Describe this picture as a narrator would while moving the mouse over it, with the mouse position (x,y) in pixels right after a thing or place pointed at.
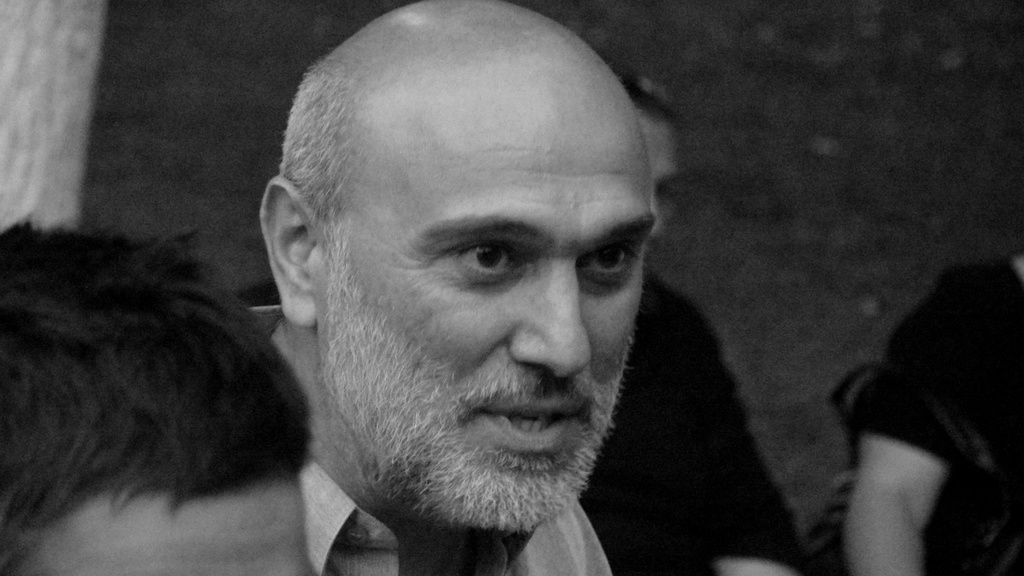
In this picture we can observe a man (388,368) with bald head (409,92) and beard (381,415). We can observe people (676,334) in this picture. This is a black and white image.
